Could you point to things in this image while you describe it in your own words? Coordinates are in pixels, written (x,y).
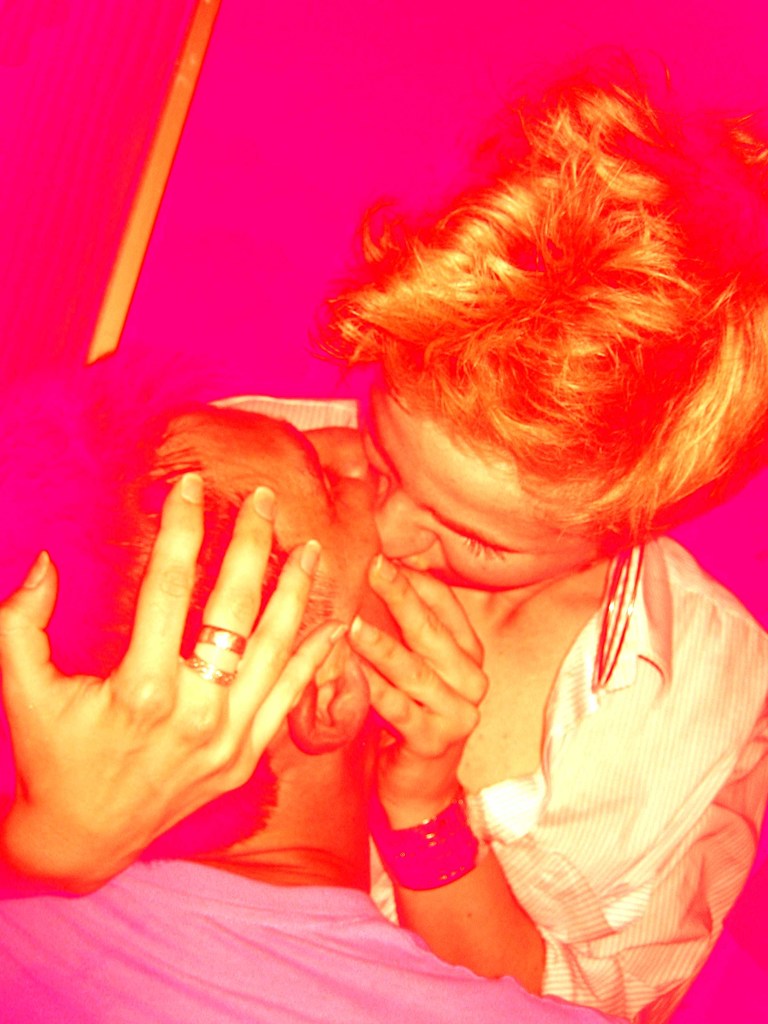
In this picture we can see two persons (380,527) are kissing each other.
